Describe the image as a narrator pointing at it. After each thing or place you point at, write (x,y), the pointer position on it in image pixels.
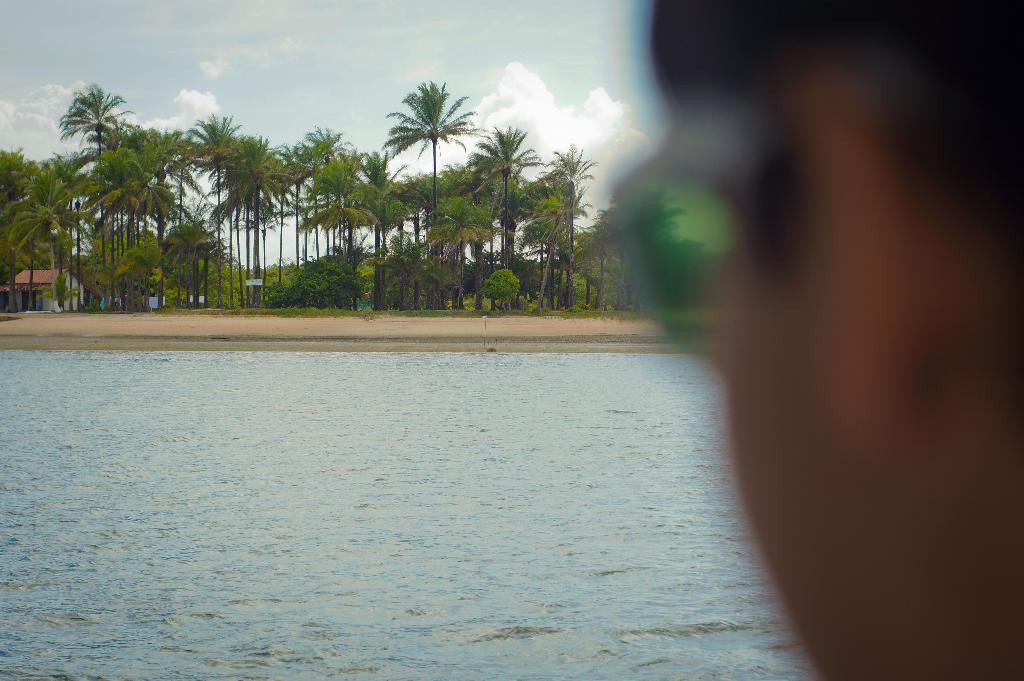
In this image we can see trees (147,266), house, land (302,329) and water (435,506). At the top of the image (384,85), we can see the sky (410,81) with clouds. On the right side of the image (893,288), we can see a person (895,435).
